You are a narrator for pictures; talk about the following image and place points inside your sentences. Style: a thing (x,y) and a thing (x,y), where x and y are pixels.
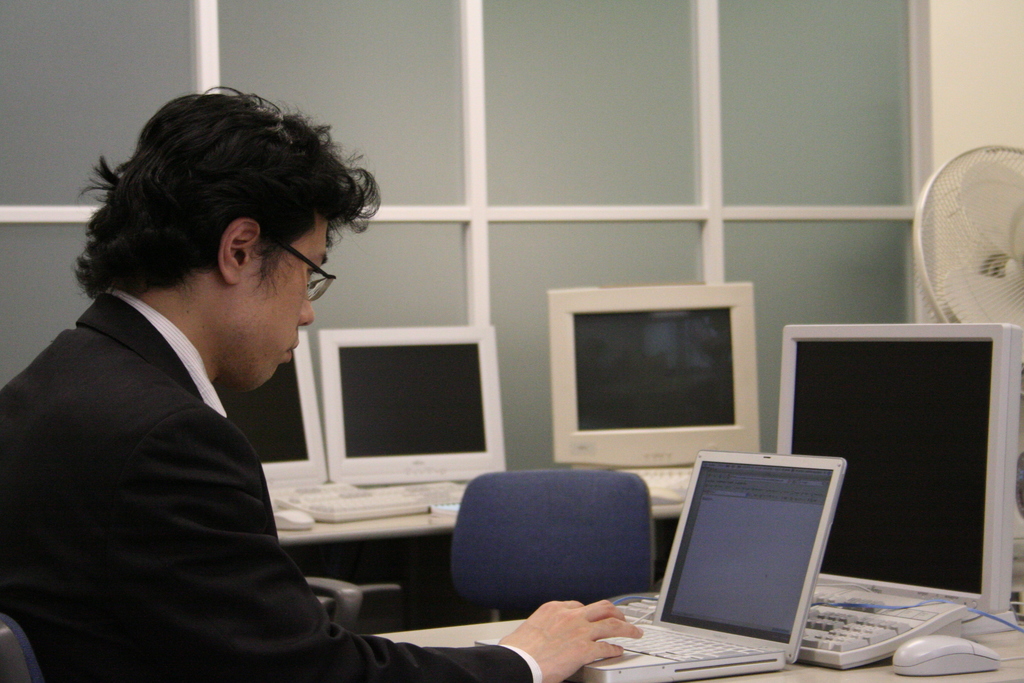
In the picture there is a person (131,648) sitting in front of the table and working with the laptop (666,665), there are many computers (421,469) around him and on the right side (938,241) there is a table fan (934,227) behind the computer (926,526) and in the background (702,90) there are many windows (704,179) beside the wall (936,90).
